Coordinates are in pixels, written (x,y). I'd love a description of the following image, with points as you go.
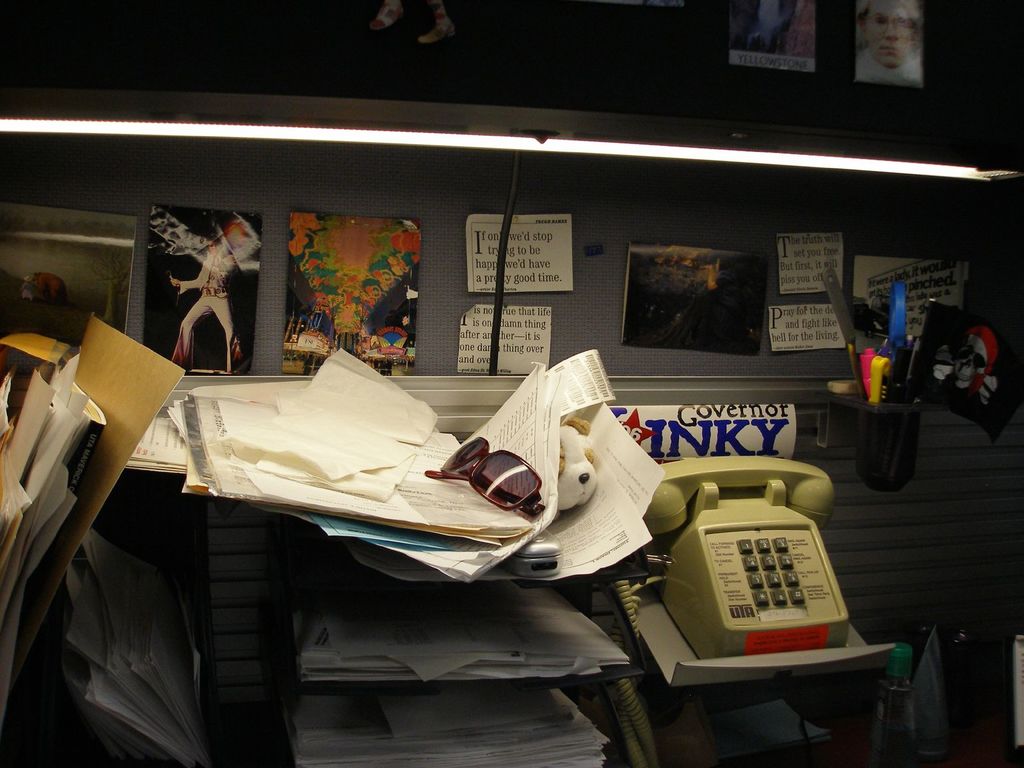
On the right side (733,565) it's a telephone (768,539), on the left side (80,431) these are the papers (339,653). There are few photographs (333,232) on this wall (600,179).
